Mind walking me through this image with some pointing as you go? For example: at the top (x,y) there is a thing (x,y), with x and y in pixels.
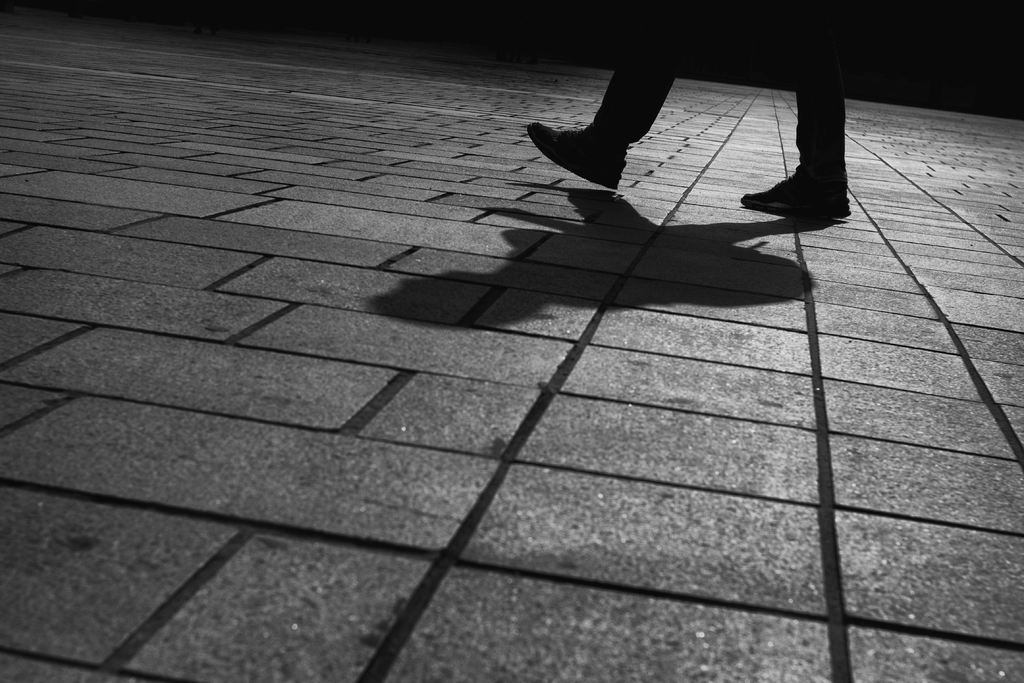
In this image, we can see the legs (818,210) of a person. We can also see the ground (615,327) with the shadow (591,272).
